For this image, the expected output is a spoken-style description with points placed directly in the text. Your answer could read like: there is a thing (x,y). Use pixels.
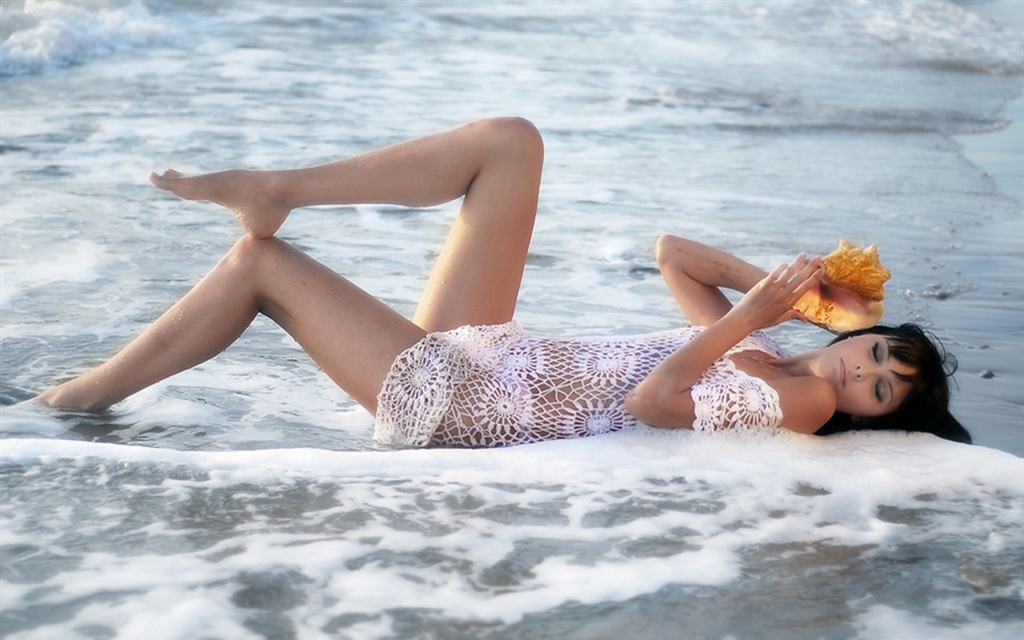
In the center of the image (576,367) we can see a person (657,384) is lying and she is holding some object (834,332). At the bottom of the image (556,534), we can see water (333,579) and foam (410,550). In the background (930,73), we can see water (930,73).
